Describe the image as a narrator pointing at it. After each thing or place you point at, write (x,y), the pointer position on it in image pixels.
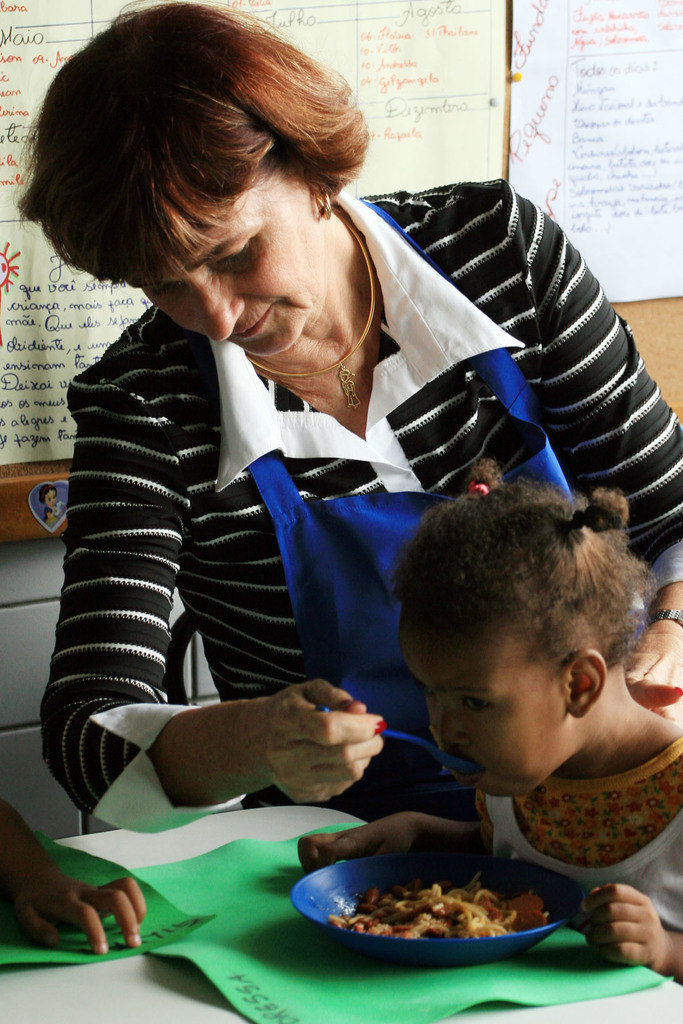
In this image we can see a girl (524,787) sitting. At the bottom (153,957) there is a table (156,957) and we can see papers (214,924) and a bowl (382,945) containing food (374,912) placed on the table (379,968). There is a lady (349,575) standing and feeding the girl (500,791). In the background (594,160) there are boards (427,155) placed on the wall (21,641).
